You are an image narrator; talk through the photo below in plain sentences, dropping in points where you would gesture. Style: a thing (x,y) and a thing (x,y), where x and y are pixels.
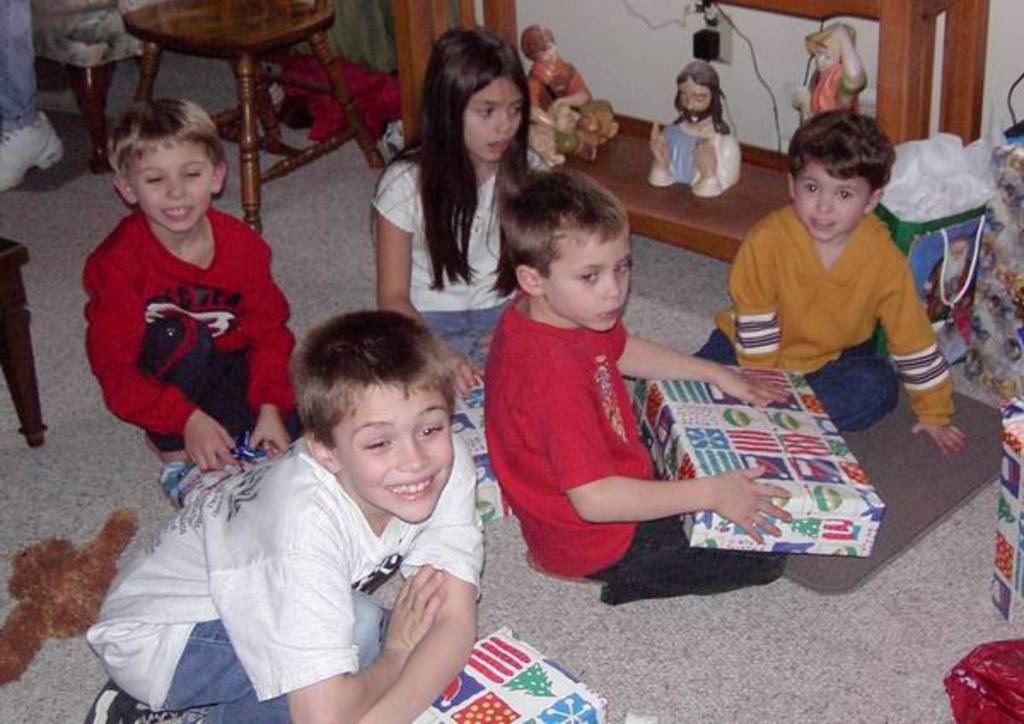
In this image we can see children (552,324) on the floor (549,638), a child (658,540) is holding a box (812,502), there are few object (475,702) on the floor (360,280), there is a stool (215,35) and few statues (598,117) on the table (618,162).
